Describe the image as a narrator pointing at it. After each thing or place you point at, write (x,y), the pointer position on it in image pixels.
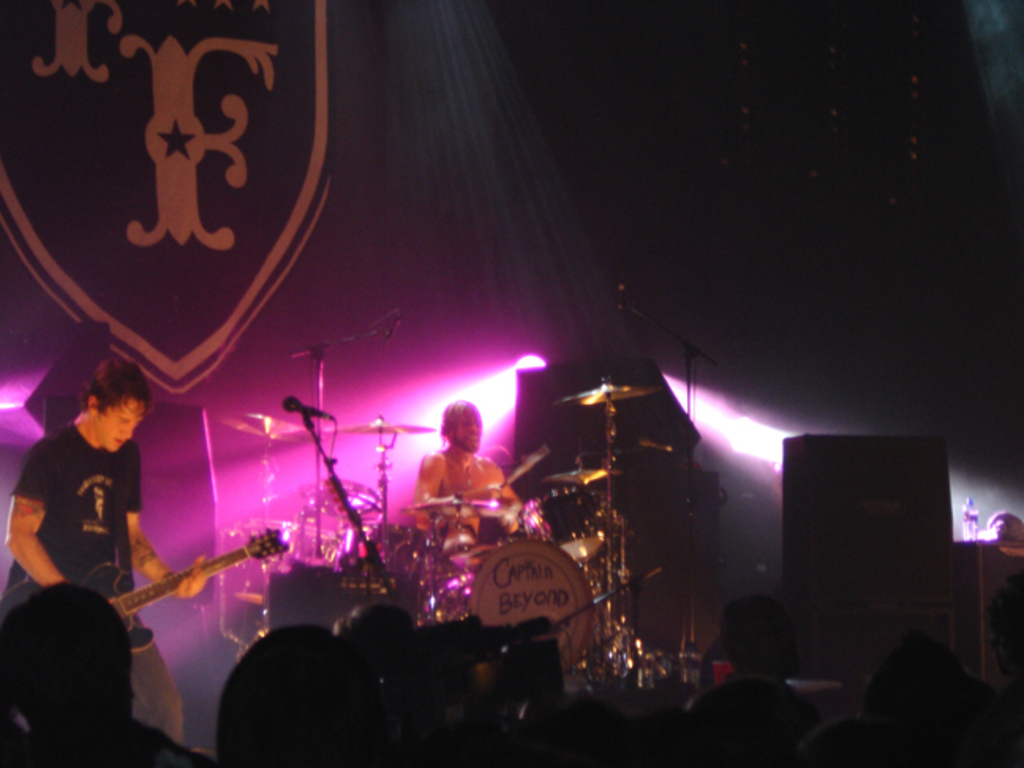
In this picture there is a man (459,418) who is sitting on the chair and playing the drum (368,498). On the left (110,379) there is a man (169,702) who is wearing black t-shirt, trouser (136,657) and playing a guitar (272,549), beside him there is a mic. At the bottom (80,636) i can see on the audience (317,762) who are watching the play. In the top left (251,178) there is a logo (251,178). in the background (406,419) i can see the lights (418,437). On the right (833,556) i can see the water bottle (972,538) which is kept on the table (989,546), beside that there is a speaker (865,506).
